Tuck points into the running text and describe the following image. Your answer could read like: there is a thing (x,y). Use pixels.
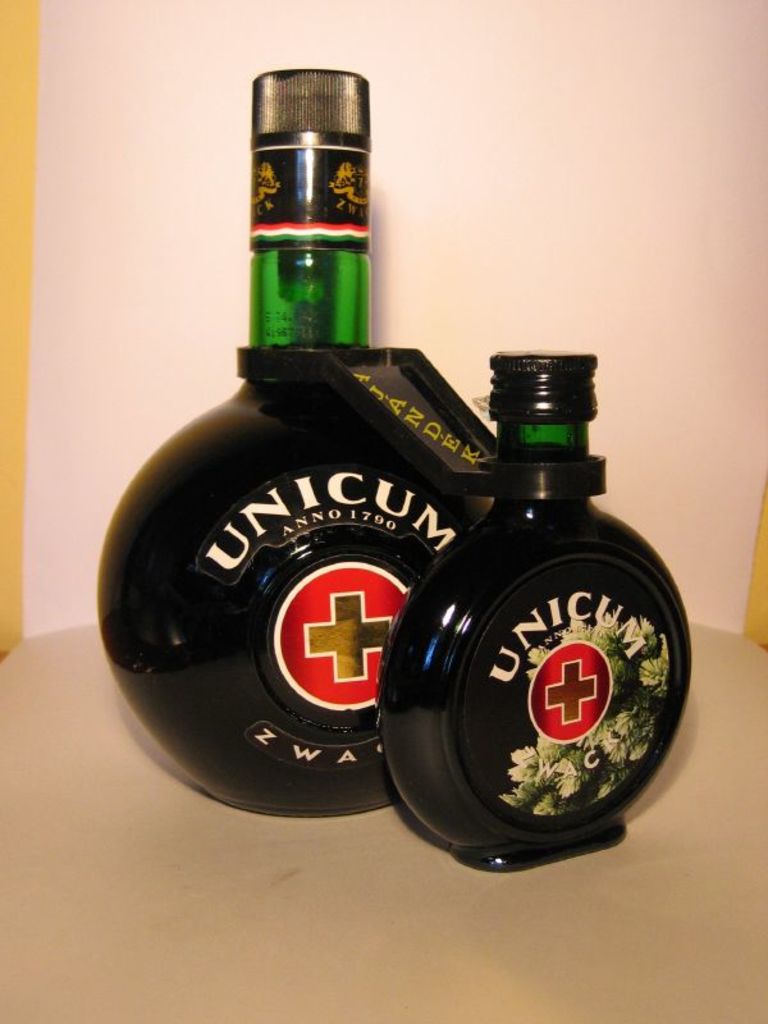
In this picture we can see bottles (403,580).
